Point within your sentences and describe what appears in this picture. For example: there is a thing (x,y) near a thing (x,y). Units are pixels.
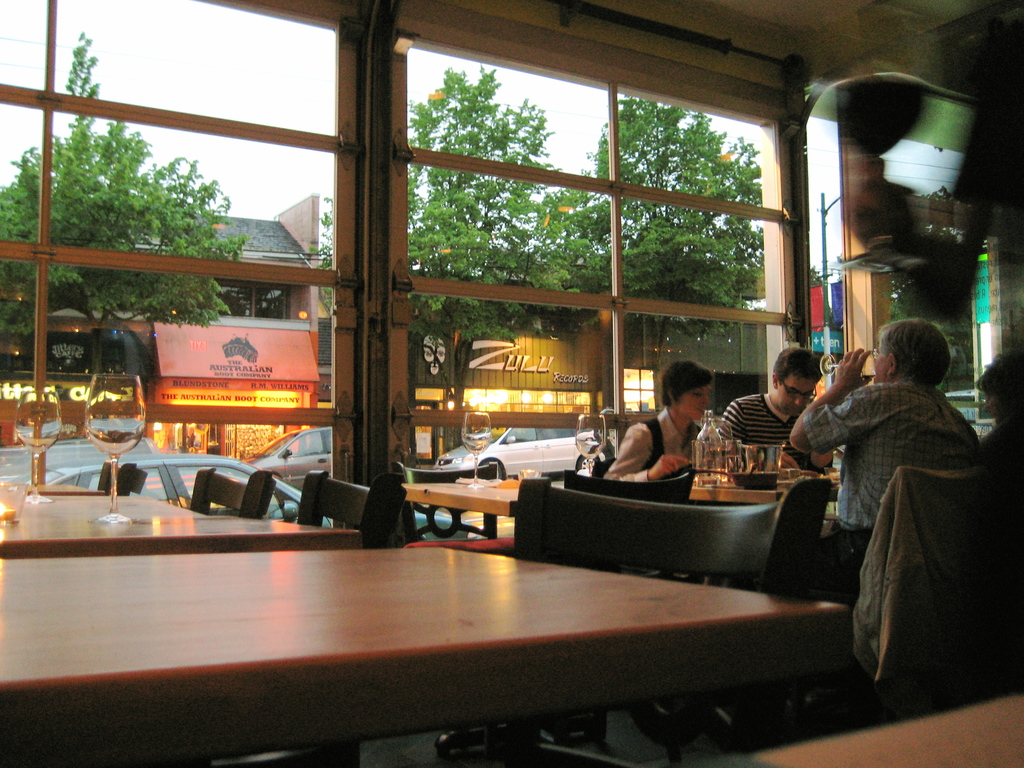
there is a restaurant (867,331) in which four people (871,400) are sitting in front of a table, on the table (722,501) there are different items (804,471), through the windows (522,378) we can see cars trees (461,126) building (314,229) and a clear sky (103,4).
